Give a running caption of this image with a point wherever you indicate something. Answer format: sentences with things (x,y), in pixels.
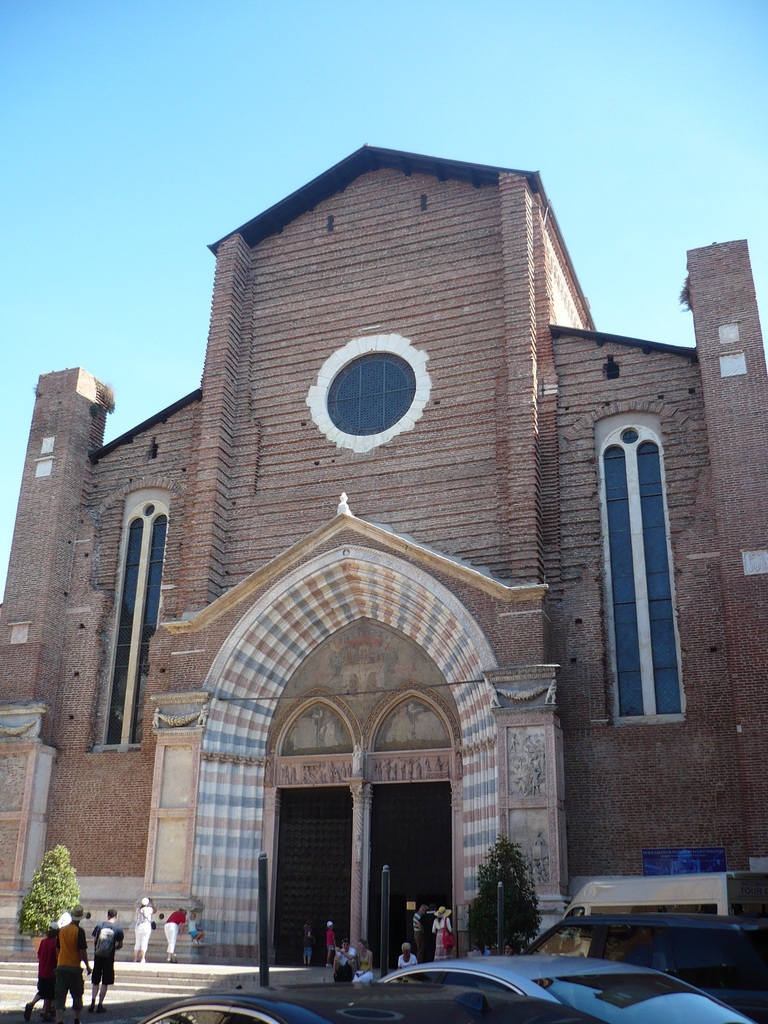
This is an outside view. At the bottom (363,992) there are few cars (338,999) and few people (68,956) walking on the ground (309,974). In the middle of the image (496,502) there is a building (331,497). In front of the building (272,876) there are two trees (67,895). At the top of the image (227,88) I can see the sky (318,85).
